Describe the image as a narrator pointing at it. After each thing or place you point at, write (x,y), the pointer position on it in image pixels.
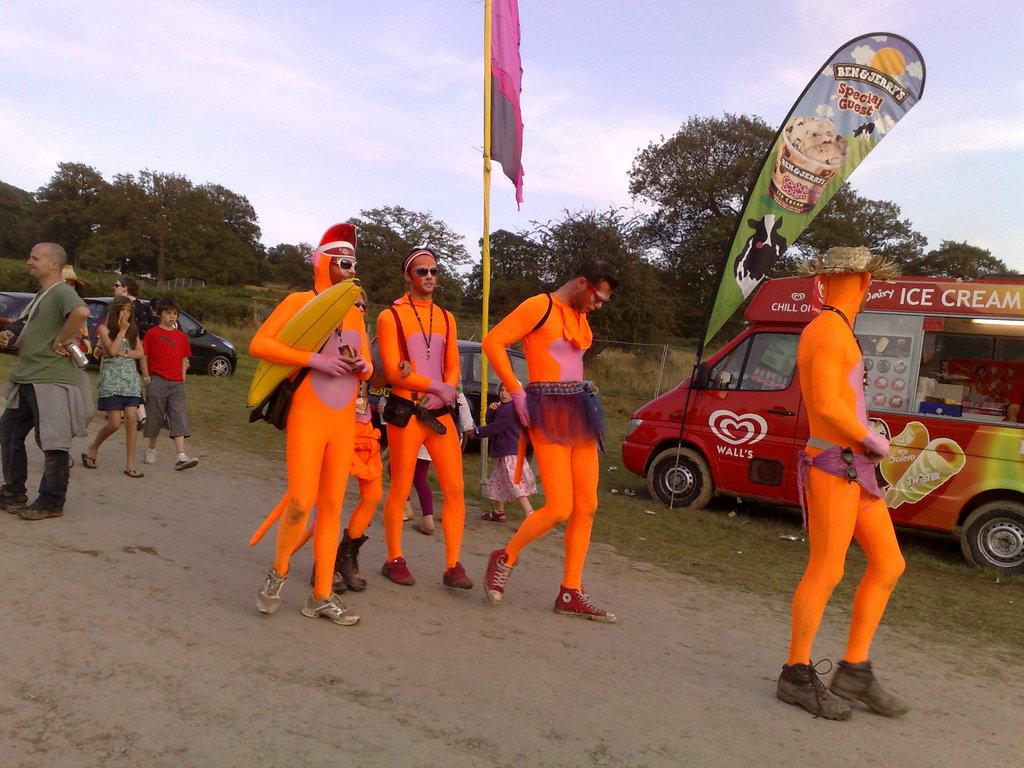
In this picture we can see a group of people (463,488) and some of them wore costumes (451,478) and walking on the road (218,667), flag (494,152), banner (850,114), cars (1,300) and a vehicle (656,406) on the grass (641,480), trees (449,231) and in the background (215,63) we can see the sky (544,90).
